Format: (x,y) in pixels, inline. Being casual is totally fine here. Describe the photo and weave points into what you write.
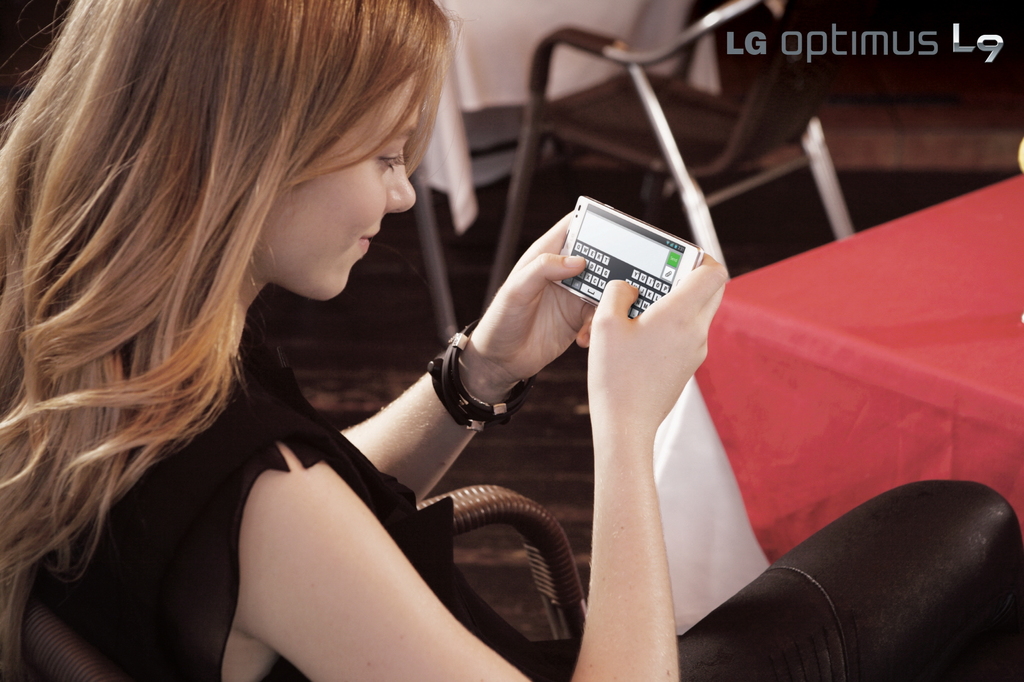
A lady (214,467) with black dress (215,482) is sitting on a chair (59,655). In her hand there is a mobile phone (614,270). In front of her there is a table (917,339) with red cloth (919,341). In to the top corner (755,106) we can also see a chair (691,121).
